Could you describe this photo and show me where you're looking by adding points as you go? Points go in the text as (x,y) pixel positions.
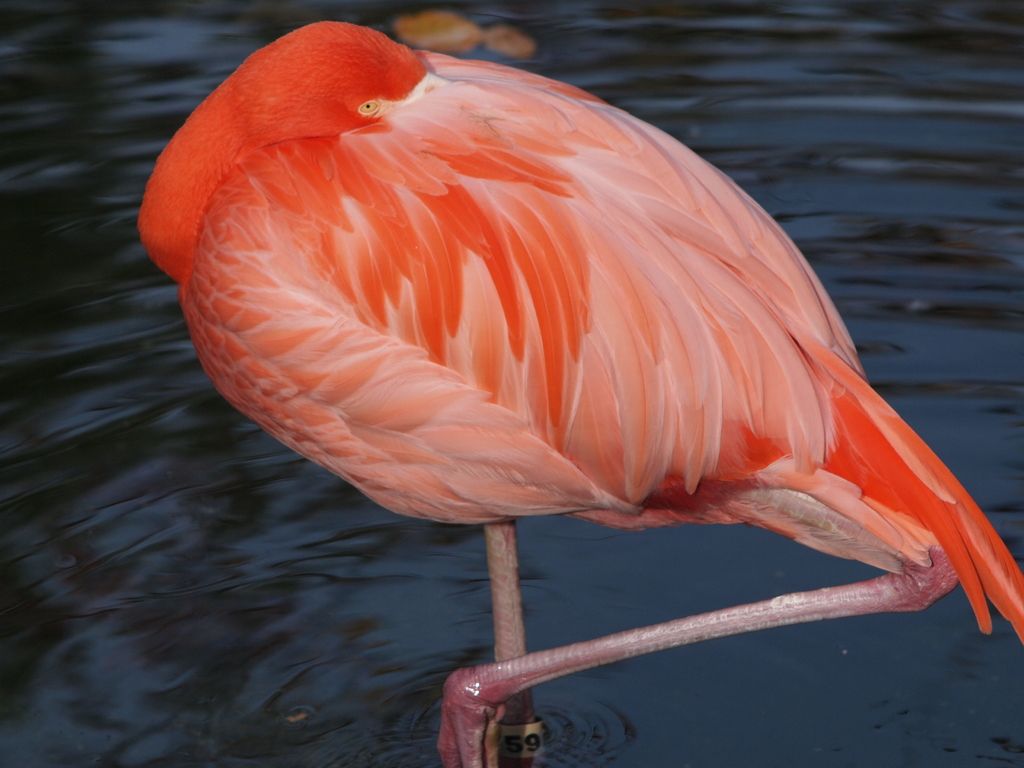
In this image we can see a bird (589,305). In the background of the image (30,682) there is water (10,344).
